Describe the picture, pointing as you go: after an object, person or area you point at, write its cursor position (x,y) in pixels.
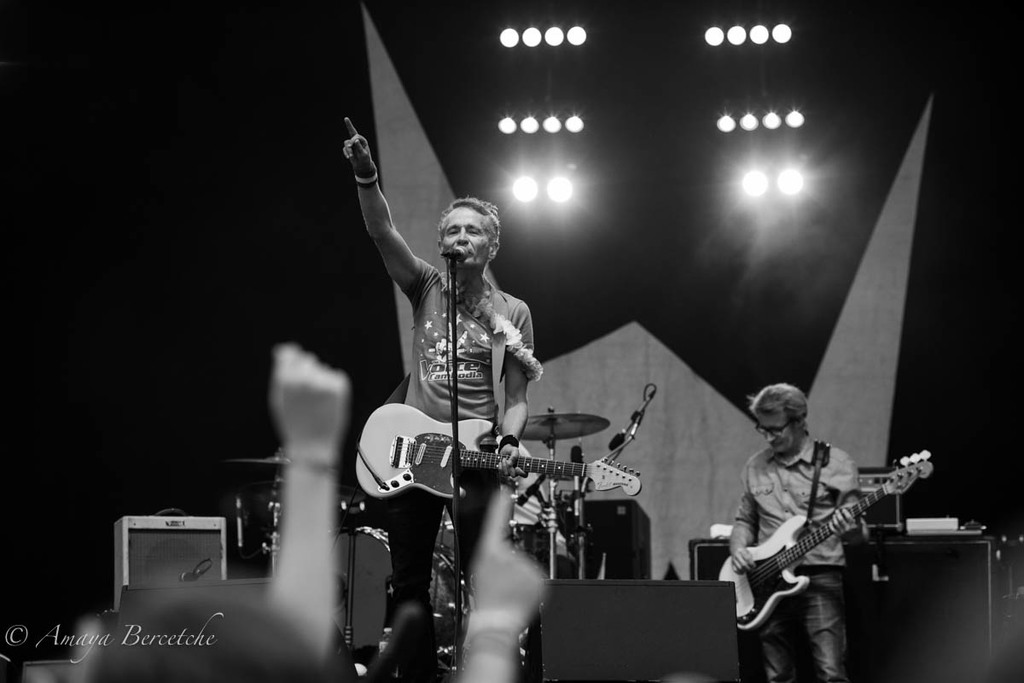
A person (445,321) is singing, holding a guitar (437,434). In front of him there is a mic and mic stand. In the background (793,516) another person (801,498) is playing guitar (790,577). There are drums (538,506), cymbals (554,418). There are lights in the background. There are speakers (715,609) in the front (587,599).
